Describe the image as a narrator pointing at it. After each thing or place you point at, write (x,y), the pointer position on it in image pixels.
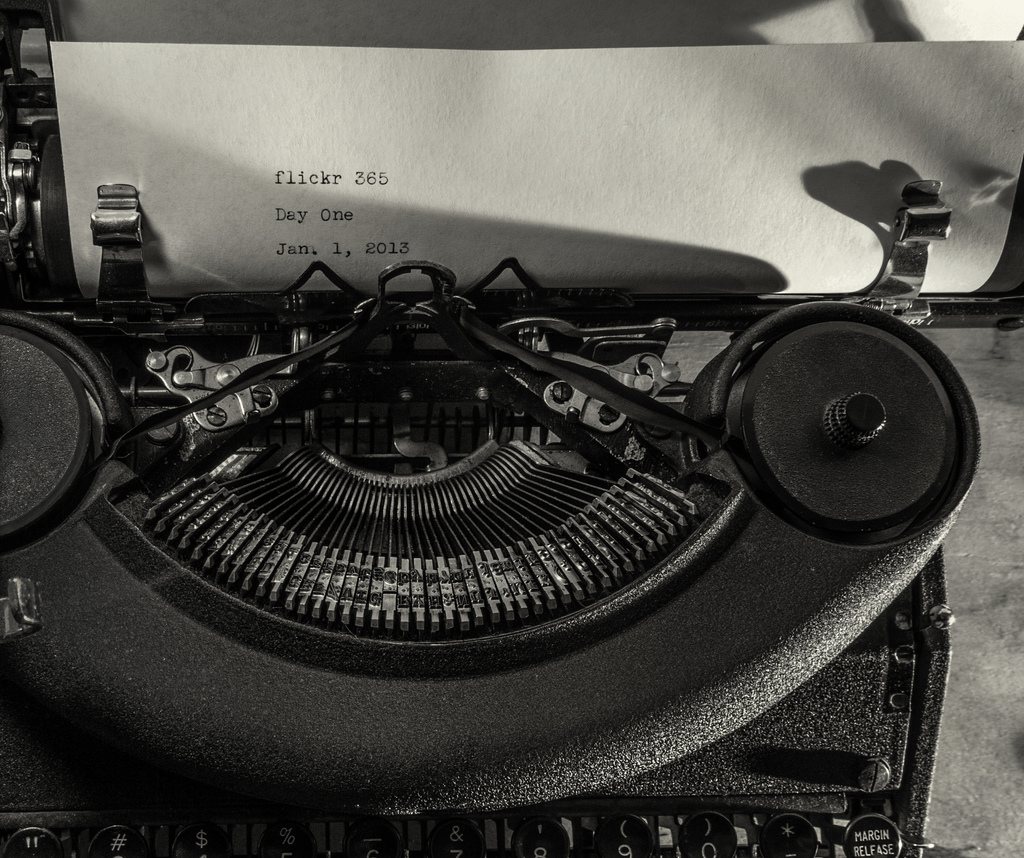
In this image we can see a typing machine (9,401). We can see some text (322,179) on the paper (338,209) in the image.
